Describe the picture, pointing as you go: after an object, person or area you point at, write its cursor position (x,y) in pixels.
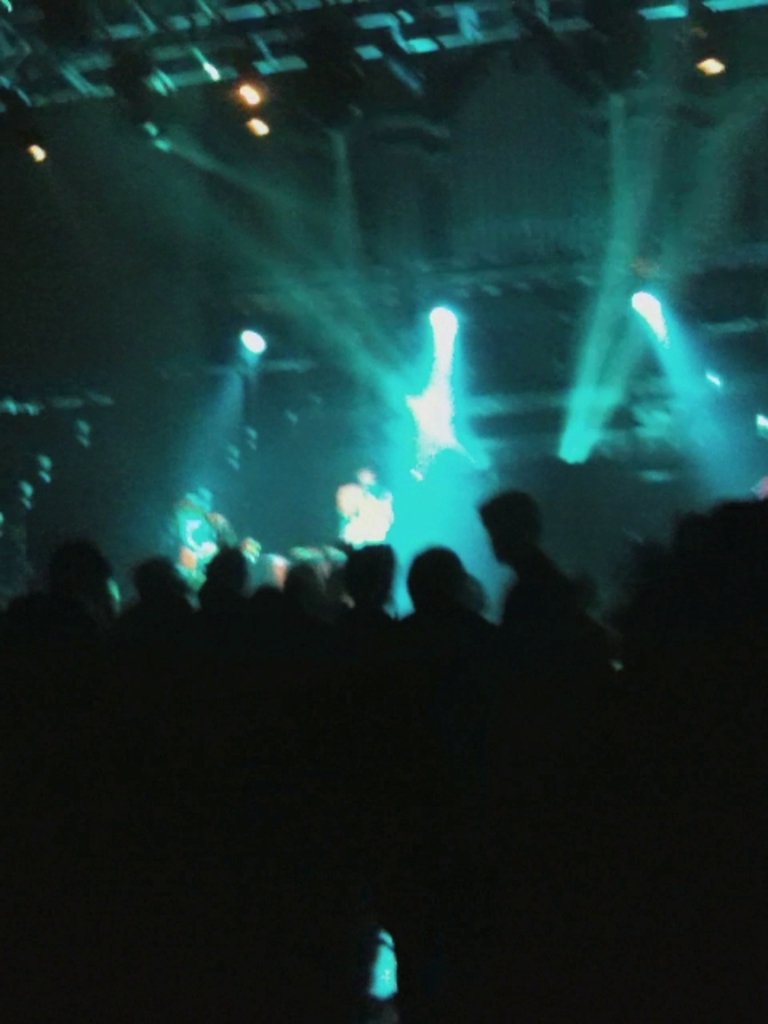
This image is taken in a live performance there are crowd (463,809) standing, in the background (353,502) musicians (363,505) are playing musical instruments (187,555) and there are lights (355,338).
